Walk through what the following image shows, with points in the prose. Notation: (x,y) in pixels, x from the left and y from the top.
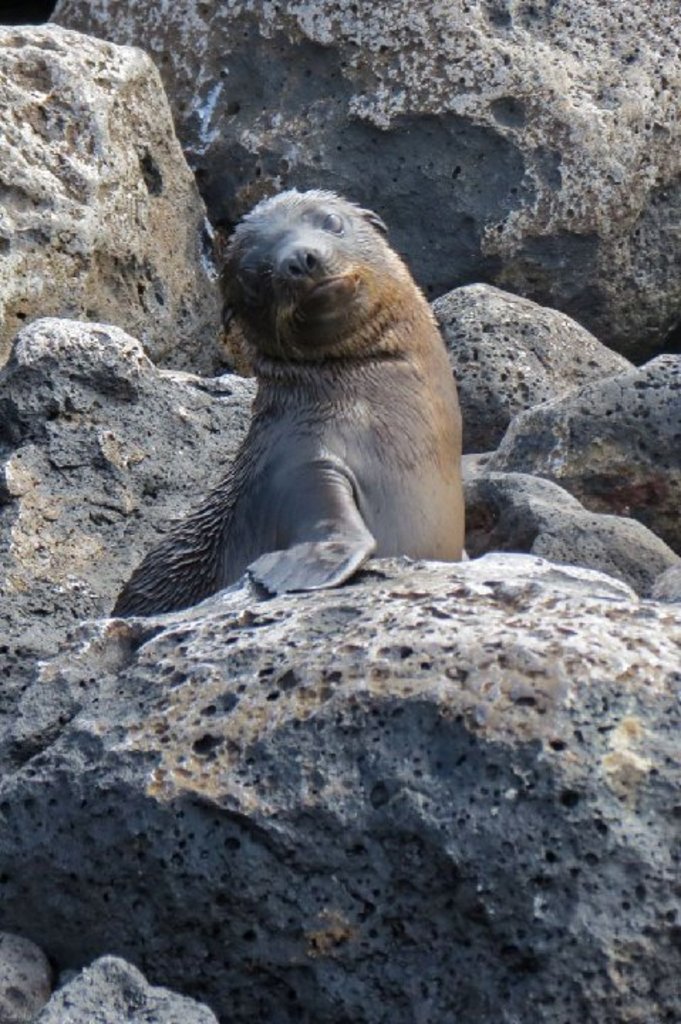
In this image I can see stones (126,487) and here I can see a brown colour seal (291,539).
